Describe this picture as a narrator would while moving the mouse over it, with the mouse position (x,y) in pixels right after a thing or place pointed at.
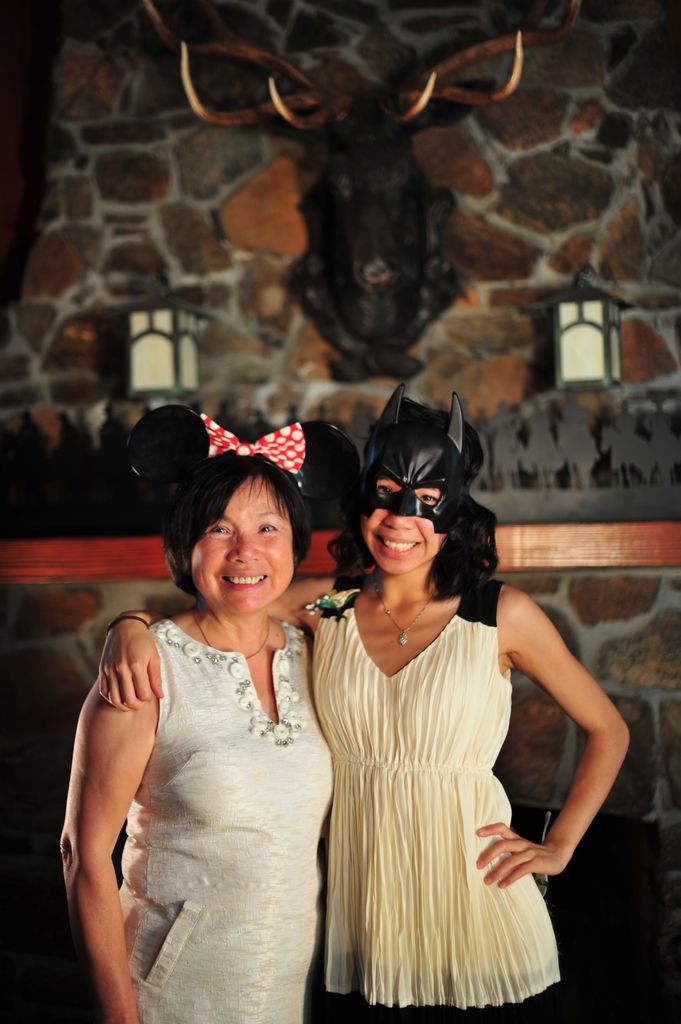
In this image, we can see a woman (400,709) wearing a mask (414,482) and holding another woman (218,710) standing beside her. She is wearing a bow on her head (218,495). In the background (5,639), we can see the wall (317,390), showpieces (679,447) and some objects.
